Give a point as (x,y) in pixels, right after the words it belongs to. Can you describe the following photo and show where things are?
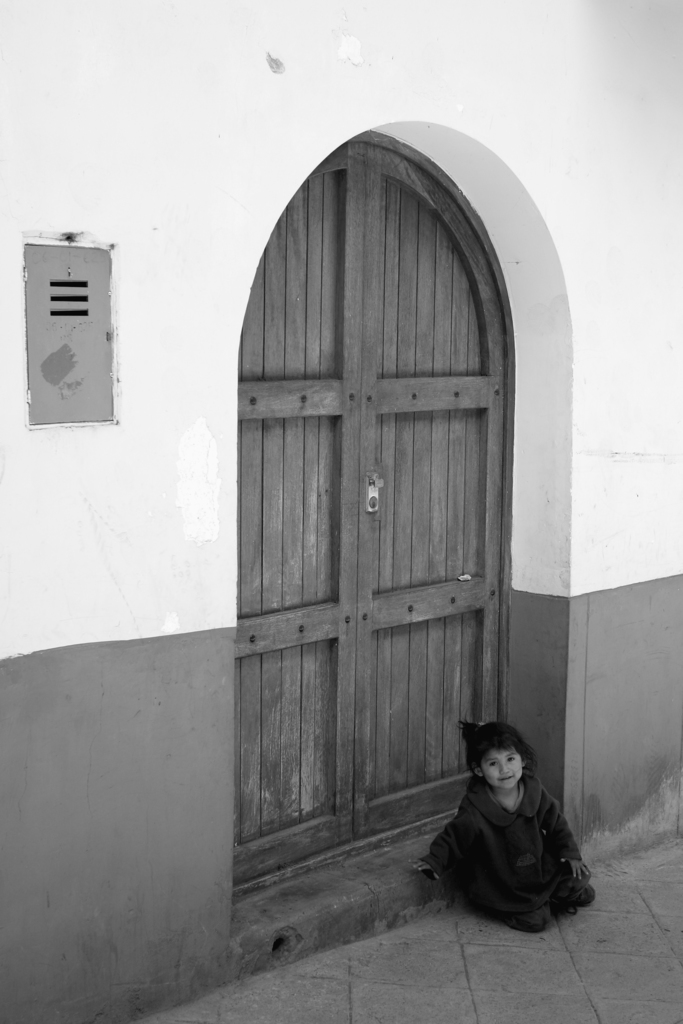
At the bottom of the image (534,867) we can see a kid (544,901), behind the kid (544,901) we can find doors (402,473), on the left side of the image (93,316) we can see a metal (61,319) on the wall (127,436) and it is a black and white photography.
